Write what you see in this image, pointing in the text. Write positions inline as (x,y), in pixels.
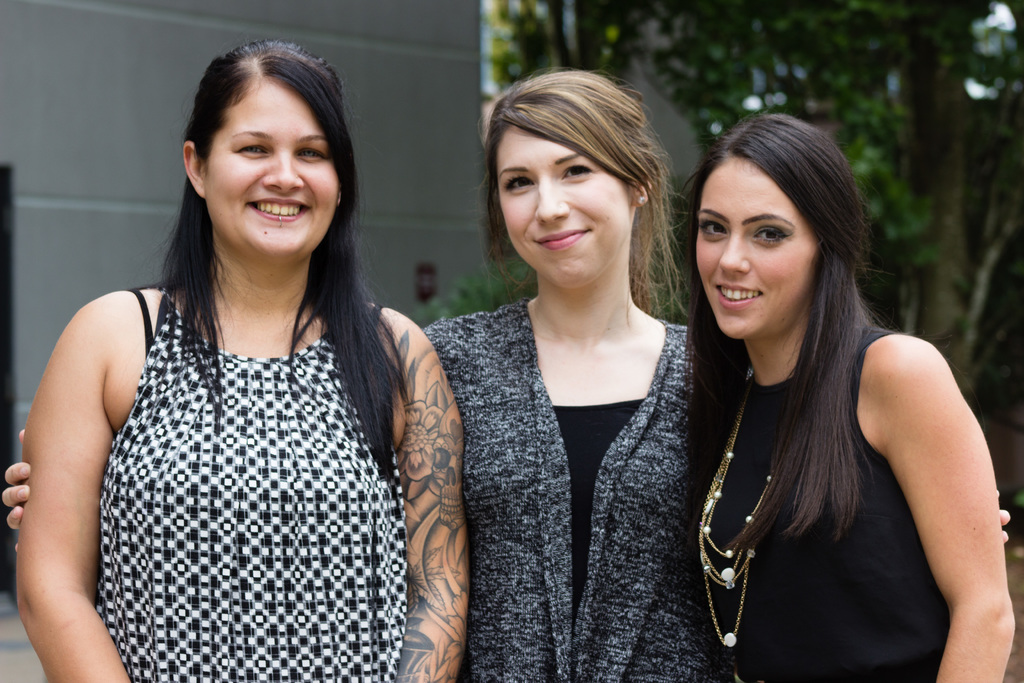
In this picture I can see three persons (262,400) standing and smiling, and in the background (803,67) there are trees (812,34) and a wall (390,38).
